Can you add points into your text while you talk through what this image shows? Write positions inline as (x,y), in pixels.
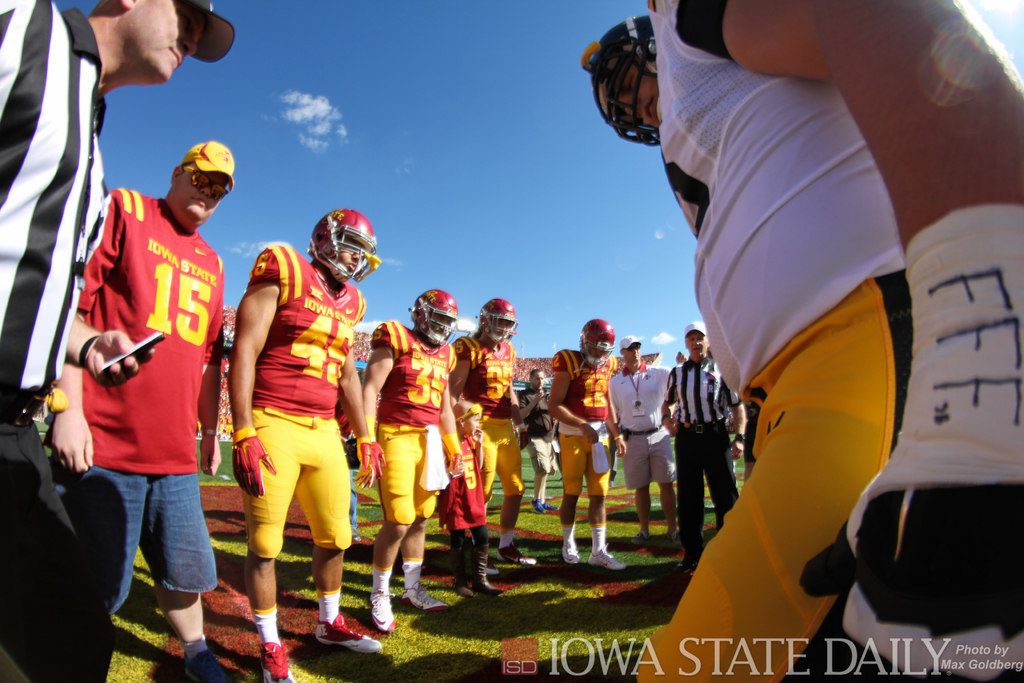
In this image there are group of people (450,375) standing in a stadium (644,581) with the helmets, hats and gloves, and there are group of people (330,303), and in the background (405,226) there is sky (573,211) and a watermark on the image.
